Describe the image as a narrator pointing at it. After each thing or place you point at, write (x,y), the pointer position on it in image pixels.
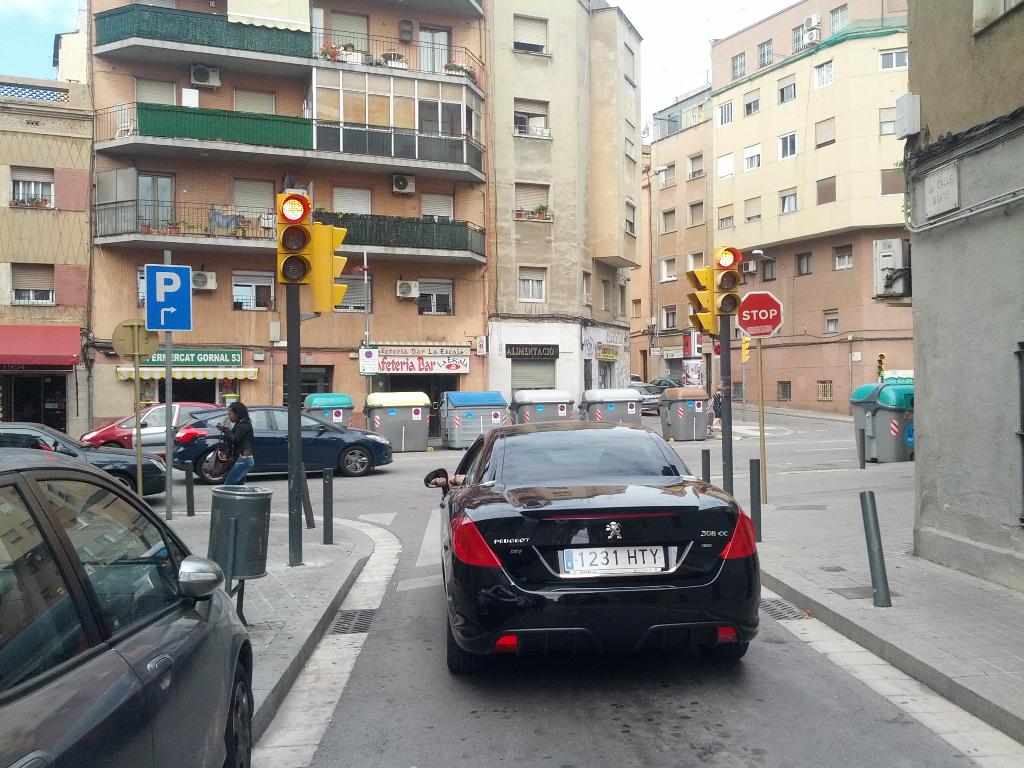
In this picture there is a black car (580,588) which is parked near to the traffic signal (298,397), sign board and dustbin (268,525). In the back (258,475) I can see some cars (267,451) running on the road (423,469). In the background (503,384) I can see many buildings (430,269). In front of the building (489,375) I can see the dustbins (908,419). At the top left corner (31,25) I can see the sky (32,11) and clouds (43,21). On the left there is a woman (249,445) who is standing near to the sign board (171,444).
